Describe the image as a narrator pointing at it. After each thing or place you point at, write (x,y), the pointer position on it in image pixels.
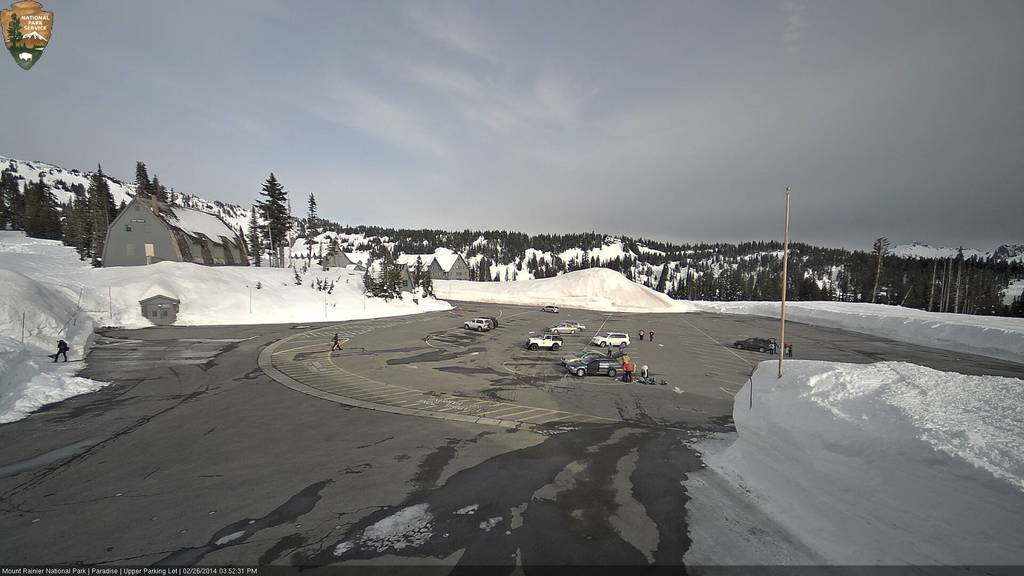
In this image, there are vehicles (592,363) and few people (620,362) on the road (551,385). I can see the houses (170,244) and trees (652,264) on the snowy mountains (317,297). I can see a pole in the snow (779,391). In the top left corner of the image (41,29) and in the bottom left corner of the image (159,571), I can see the watermarks (41,42). In the background (163,135), there is the sky (538,52).
